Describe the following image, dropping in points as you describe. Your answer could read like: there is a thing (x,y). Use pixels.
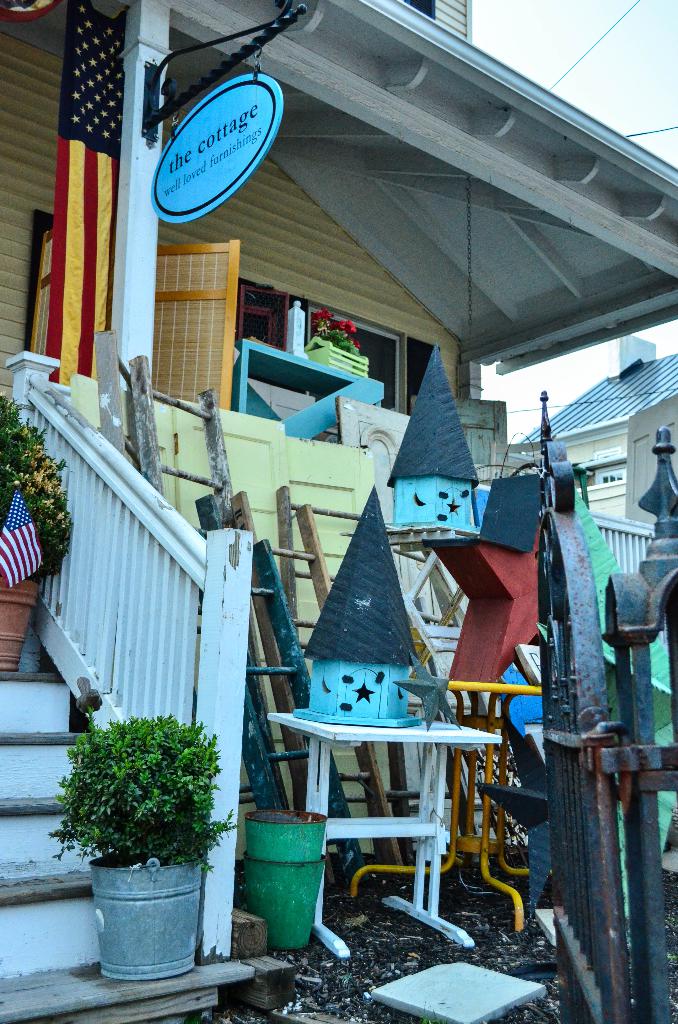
In this picture we can see houses (631,236) with windows (37,236), tables (381,732), flags (8,551), ladders (194,478), gate (575,698) and in the background (631,107) we can see the sky (558,32).
